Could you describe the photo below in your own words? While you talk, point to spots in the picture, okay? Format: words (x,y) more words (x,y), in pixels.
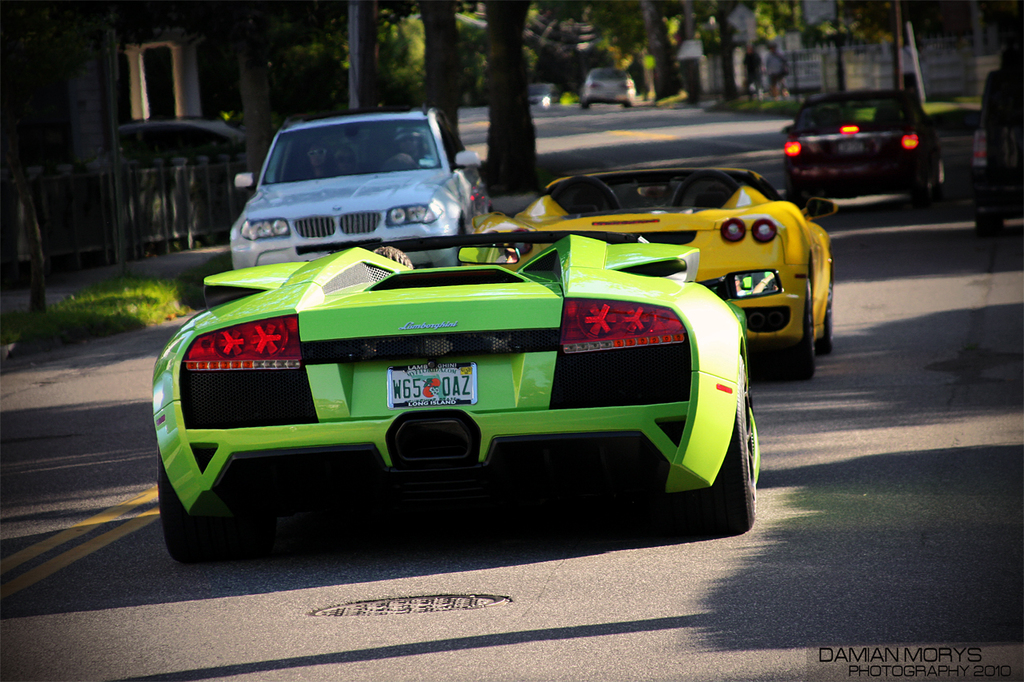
In the image there are few cars (566,285) going on the road (812,394) with trees (498,69) on either side of it, on the left side (147,111) it seems to be a building (153,42).
